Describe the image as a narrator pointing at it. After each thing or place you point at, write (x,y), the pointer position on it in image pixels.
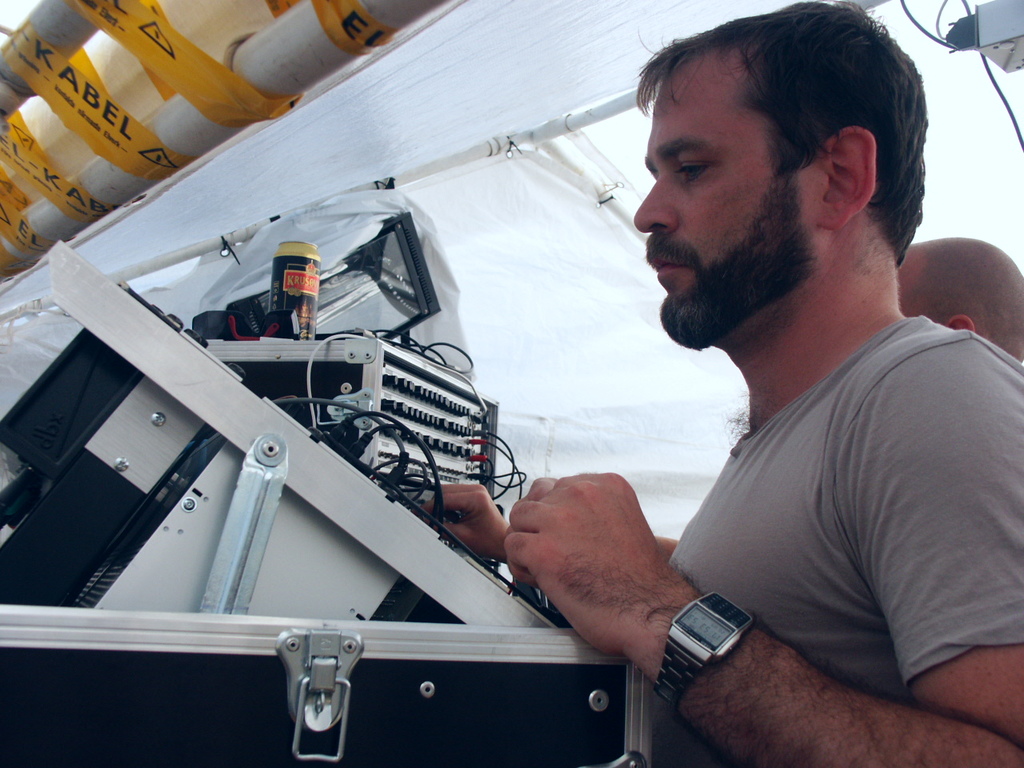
There are two persons (826,565) standing on the right side of this image (831,557) and there is one device (268,514) kept on a table (370,657) on the left side of this image (209,479). There is a white color cloth (554,233) in the background (512,190) and there are two rods (66,42) at the top left corner of this image (276,75).
